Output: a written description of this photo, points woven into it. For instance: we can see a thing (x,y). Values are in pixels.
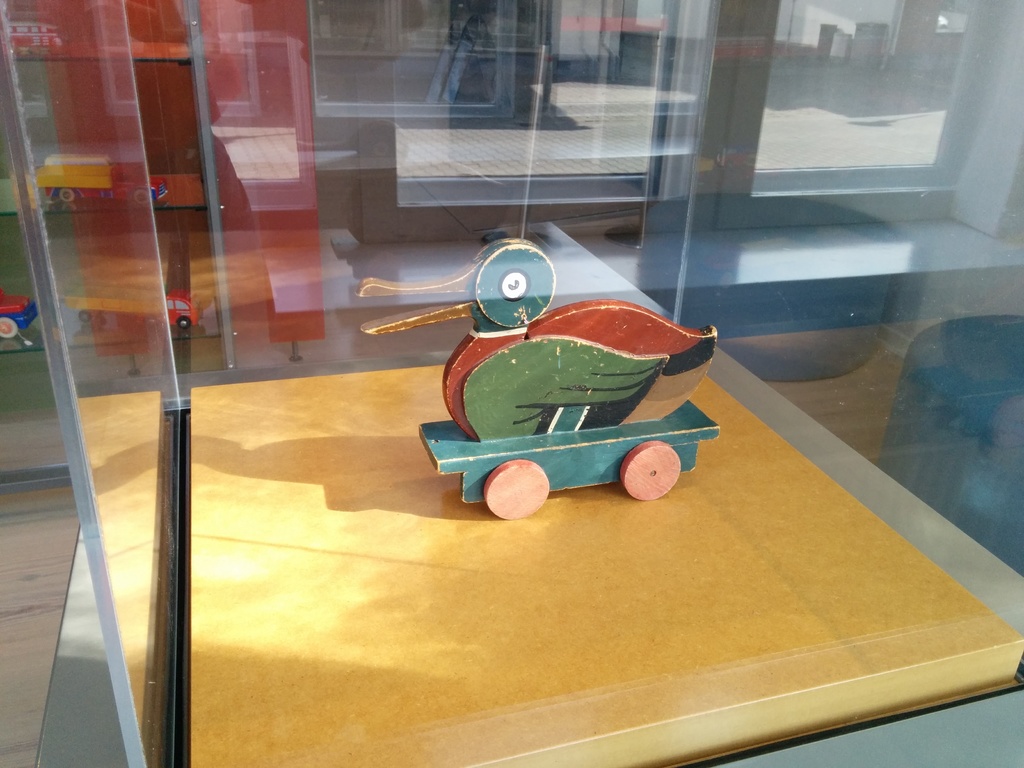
In this image I can see a toy (456,373) in the centre (604,361) and around it I can see glass walls (201,247). On the left side of the image (59,44) I can see few other toys (43,30) on the shelves (157,93).
